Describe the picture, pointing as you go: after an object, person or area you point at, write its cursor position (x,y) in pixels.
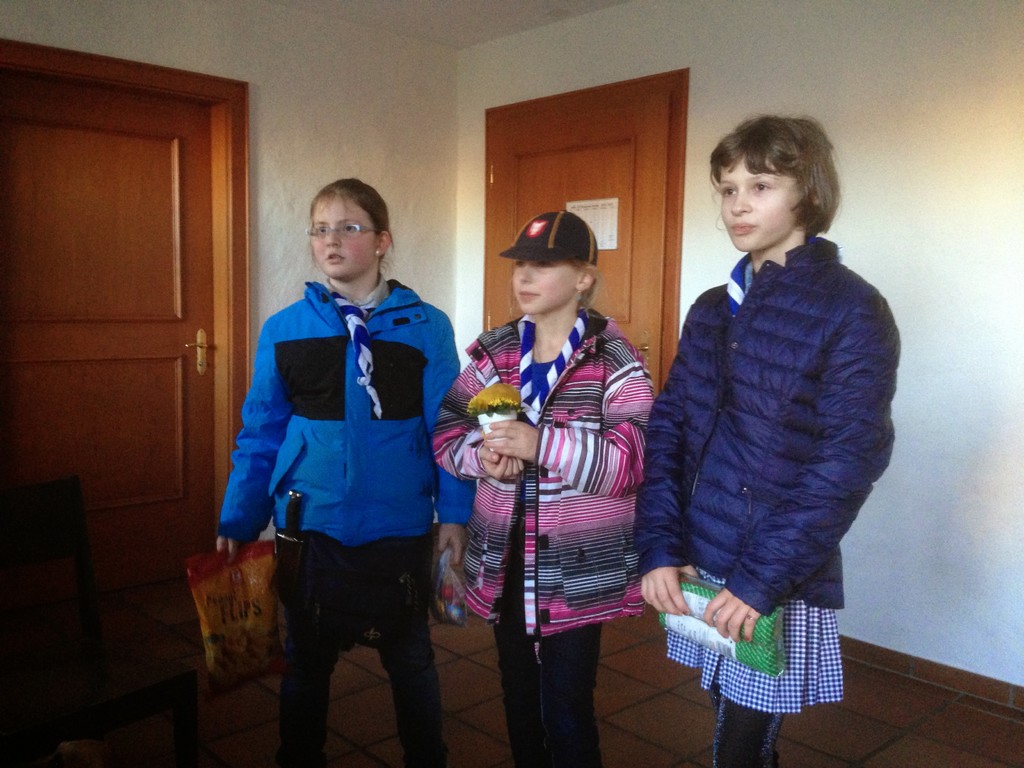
In this I can see three girls (349,334), middle girl (534,423) holding a flower pot (483,402) which is contain flower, on the right side (750,587) girl (734,619) holding a gift packet (687,628), on the left side (222,578) girl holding a cover (256,583), behind them there is a wall (830,108) and door (595,131) and on the left side (3,460) there a door (31,96), chair (11,517) visible.
